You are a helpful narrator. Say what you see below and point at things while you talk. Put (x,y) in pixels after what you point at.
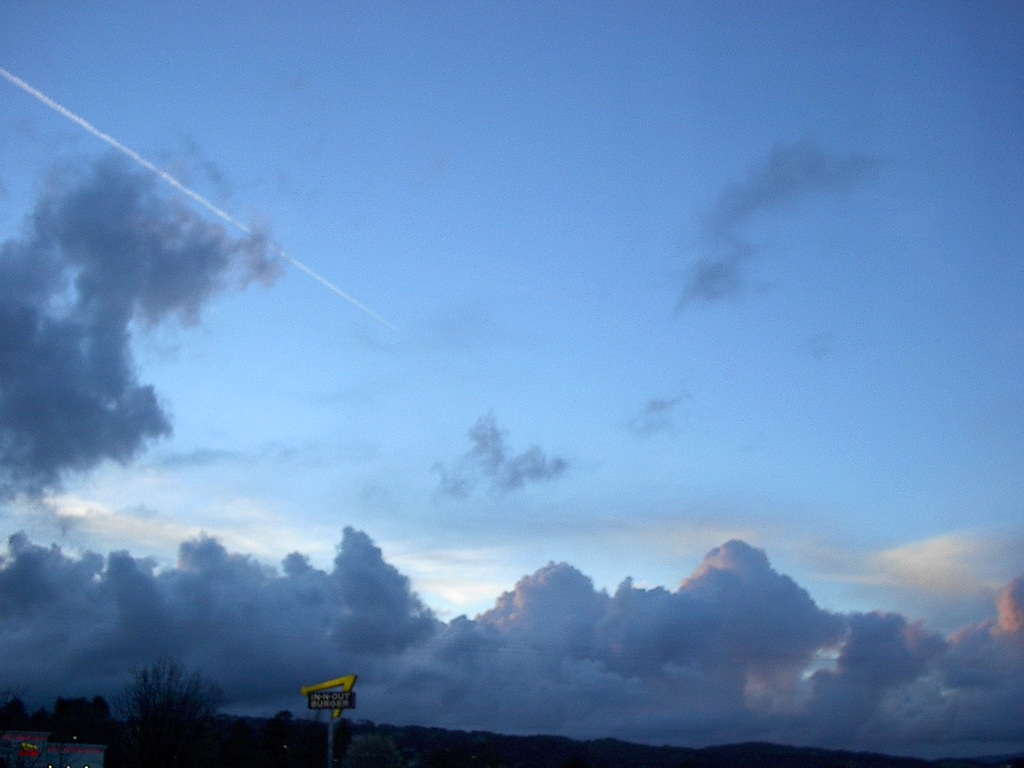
There is a board (351,690) on the road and around the board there are some trees (171,722) and in the background (354,496) trees (181,703) and a blue sky (801,330) and it looks like there is a plane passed in the sky (183,200).
